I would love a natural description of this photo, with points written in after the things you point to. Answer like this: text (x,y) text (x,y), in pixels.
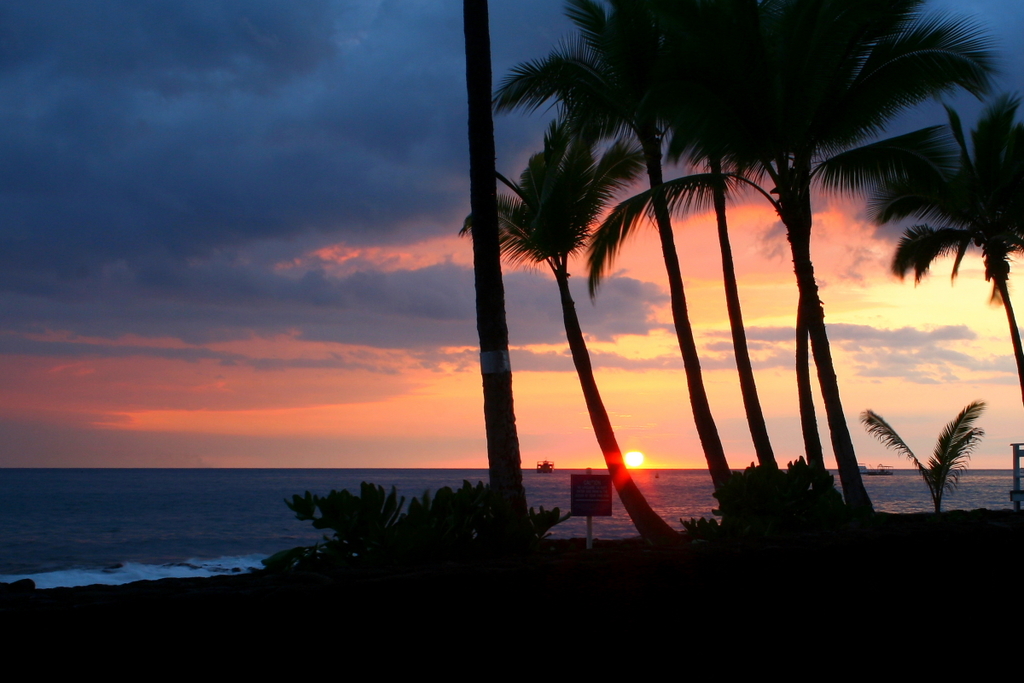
In this picture we can see water (106,513), trees (612,475), board (600,473) and in the background (544,436) we can see the sky (209,258) with clouds (615,331).
